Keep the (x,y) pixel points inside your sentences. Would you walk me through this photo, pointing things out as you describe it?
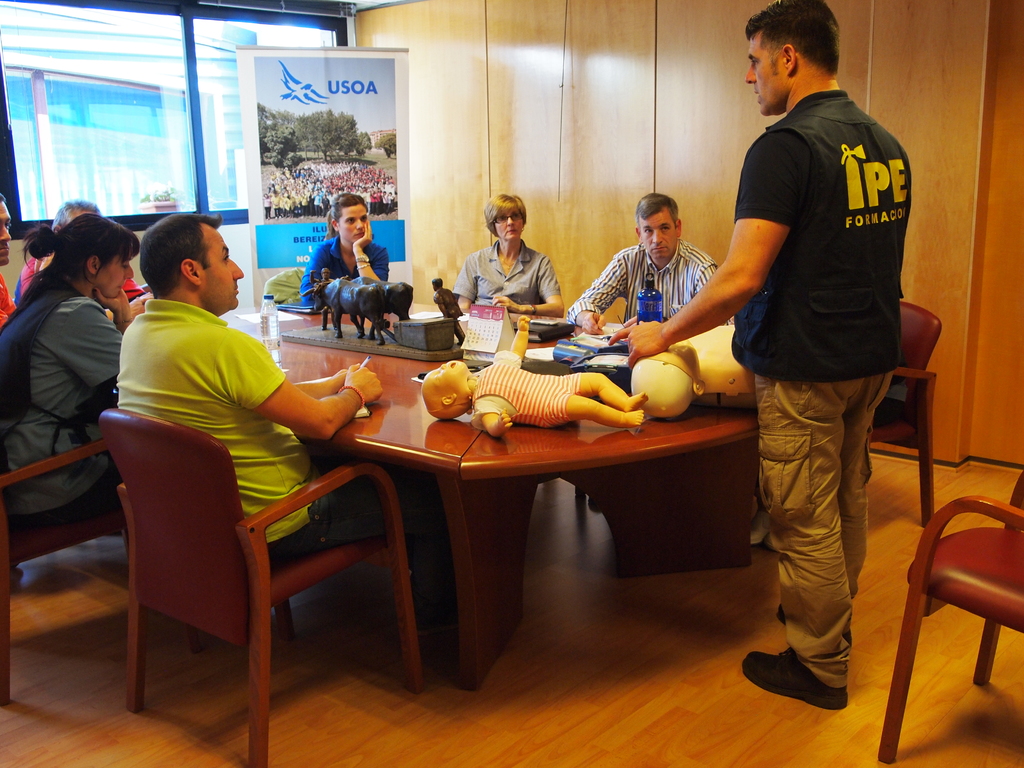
Few persons (689,257) are sitting on the chairs (204,534) and this person (840,280) standing. We can see toys (558,422), bottle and objects (495,313) on the table (511,458). On the background (495,111) we can see wall (588,22), glass window (72,125), banner (256,160). This is floor (567,707).
